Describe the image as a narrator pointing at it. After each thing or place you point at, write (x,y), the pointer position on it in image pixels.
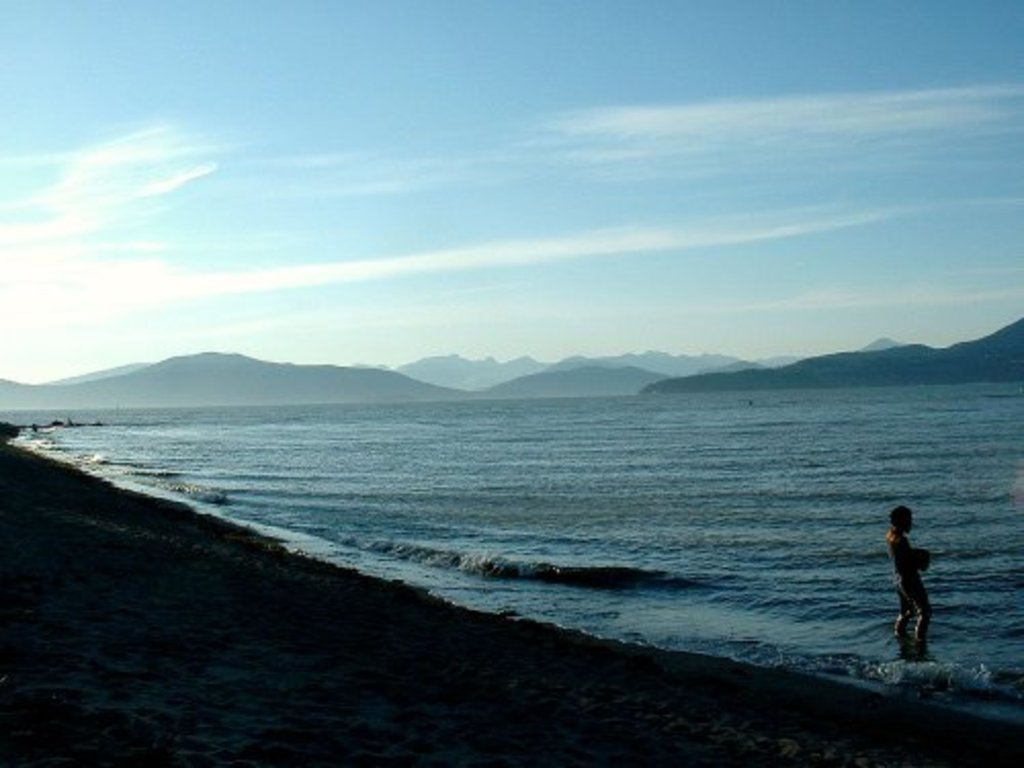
In this image, I can see the sea (339,497). On the right side of the image (923,636), there is a person (897,630) standing. In the background (53,393), I can see the hills (532,379) and the sky (602,313).
